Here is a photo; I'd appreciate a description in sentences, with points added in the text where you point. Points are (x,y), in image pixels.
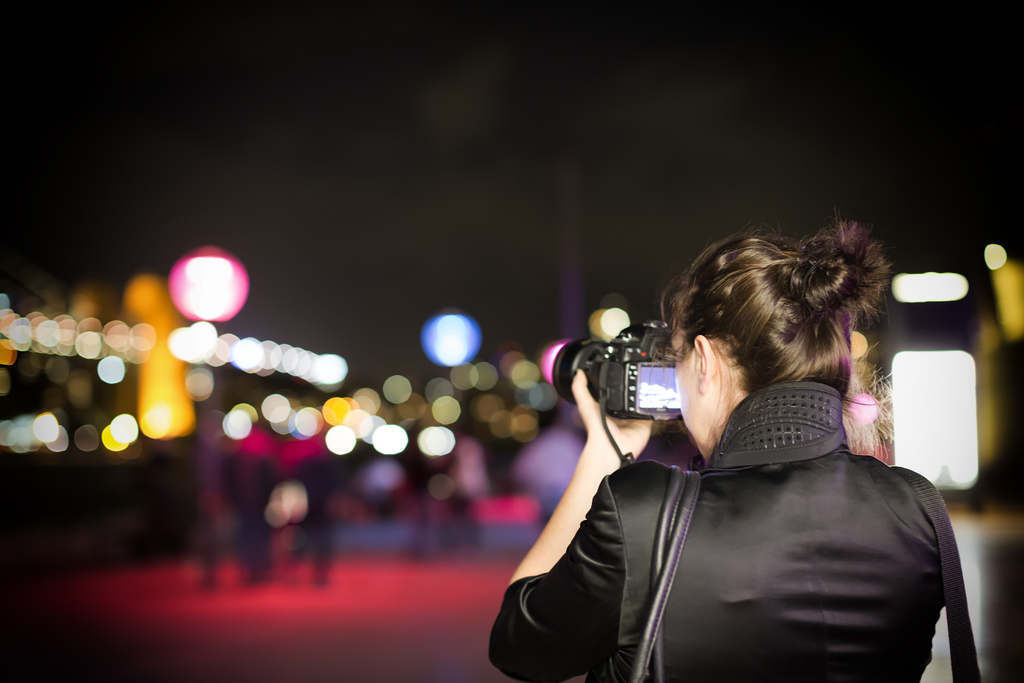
In this image there woman (694,612) holding a camera (645,377) and the woman (648,572) is wearing a bag (637,667).
